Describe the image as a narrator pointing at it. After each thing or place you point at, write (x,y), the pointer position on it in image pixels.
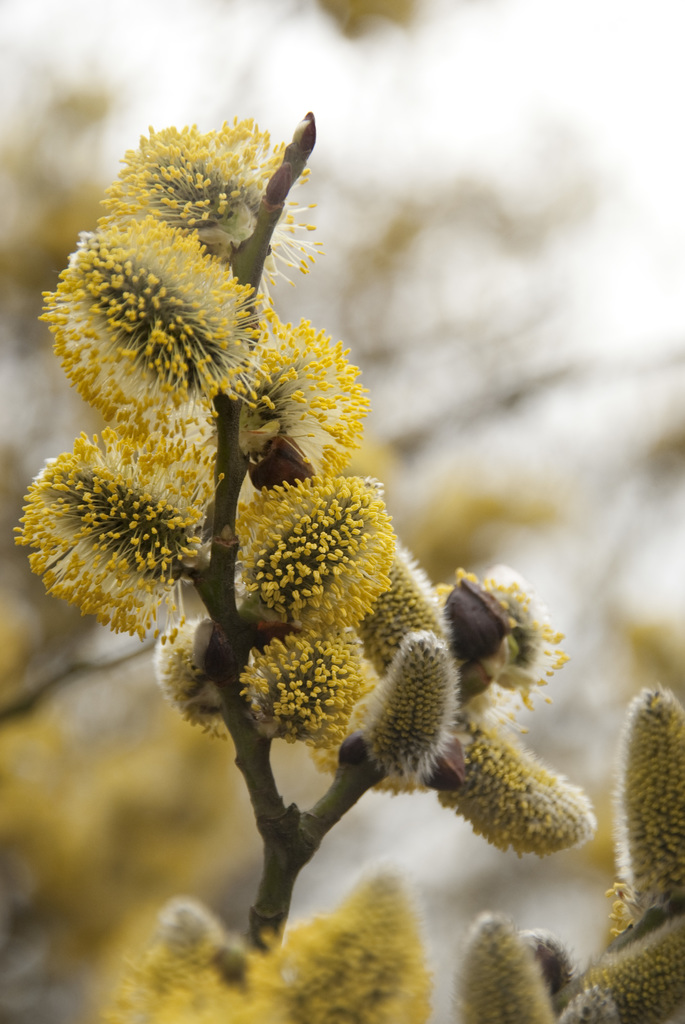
In this image I can see a tree (281,900) to which I can see few flowers (326,705) which are yellow and cream in color. In the background (445,369) I can see few trees (480,400) and the sky (612,190) which are blurry.
